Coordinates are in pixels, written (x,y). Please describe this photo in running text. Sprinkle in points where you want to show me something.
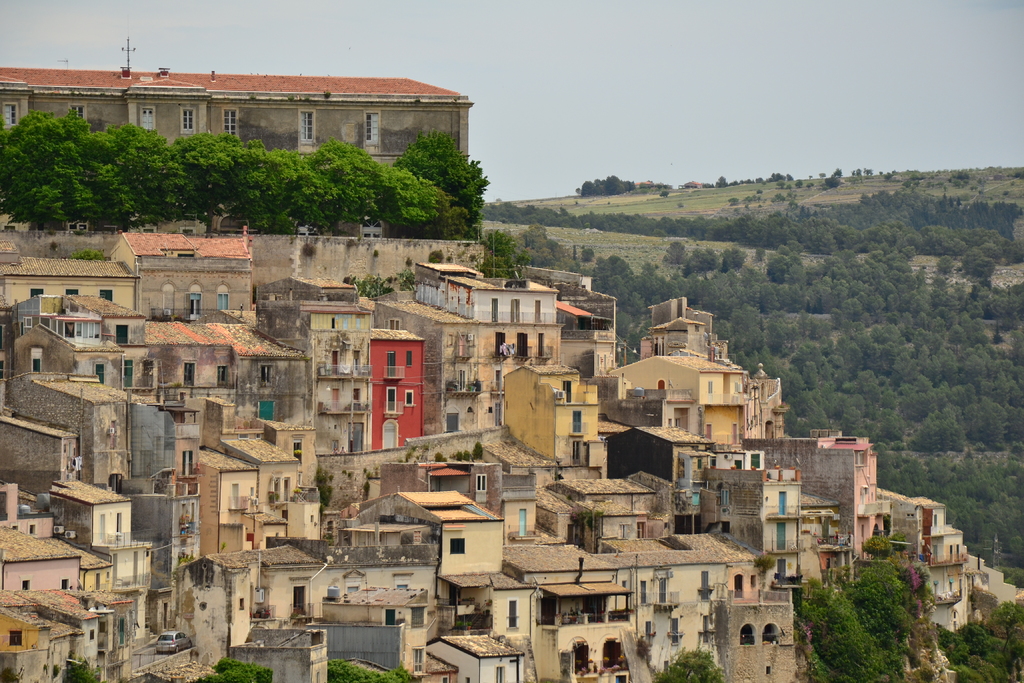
In this picture we can see so many buildings (391,433), trees (979,380) for that buildings (120,415) we have windows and some potted plants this is the picture of a top view.
